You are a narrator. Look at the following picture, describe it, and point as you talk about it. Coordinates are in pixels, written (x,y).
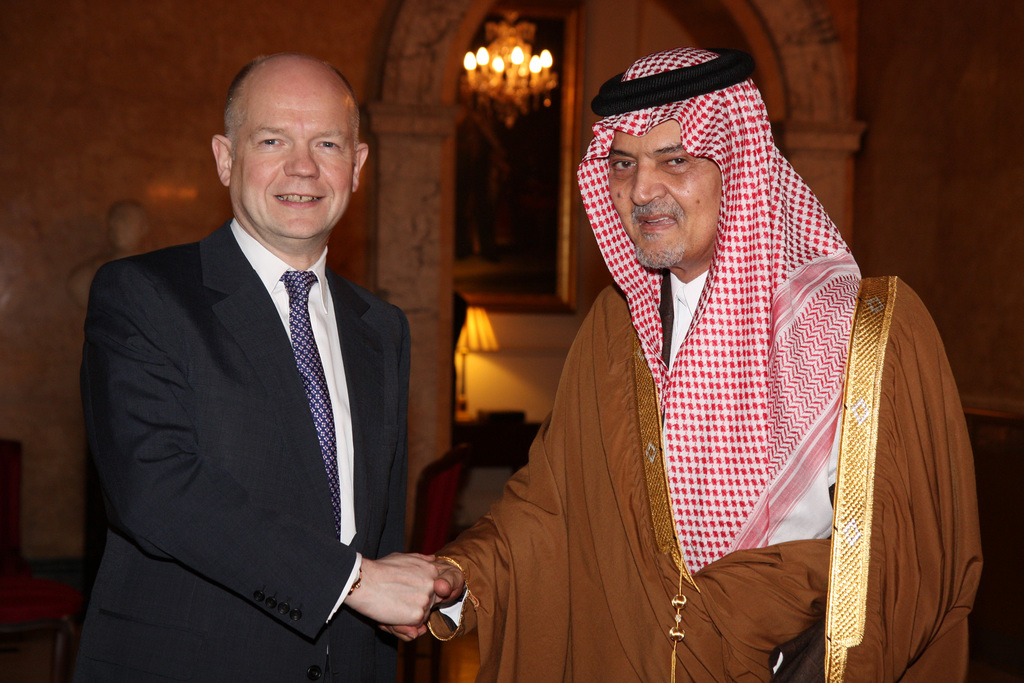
In this image we can see men (394,320) standing on the floor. In the background (439,254) there are walls (208,173), wall hanging (521,228) and a chandelier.
